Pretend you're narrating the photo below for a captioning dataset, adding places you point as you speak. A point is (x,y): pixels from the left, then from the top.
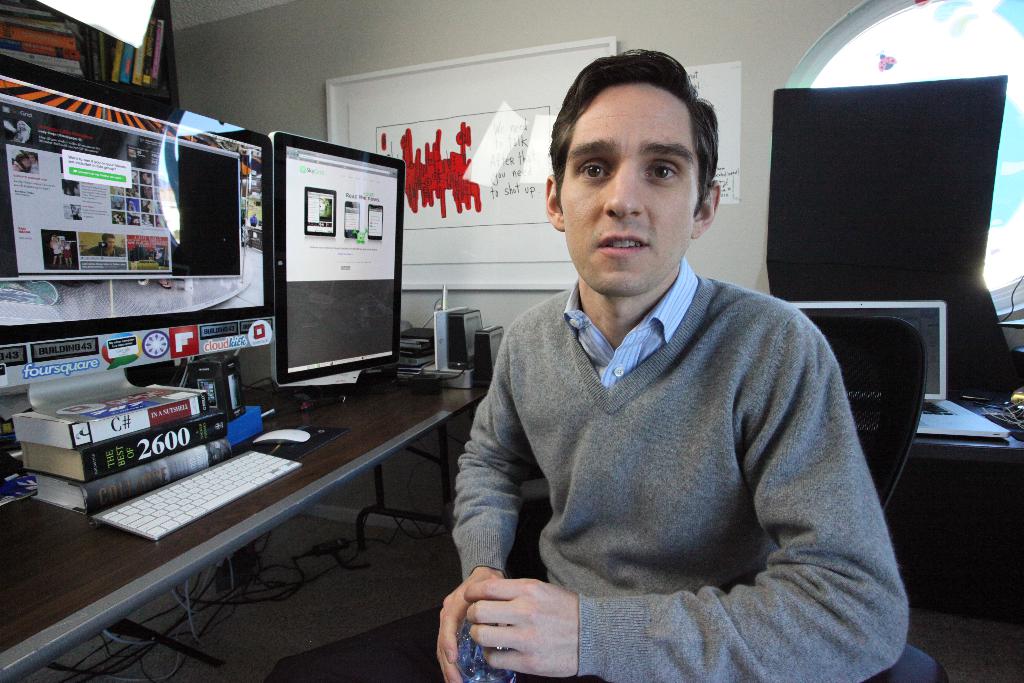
In the image we can see a man (674,511) wearing clothes (713,531) and holding an object (479,679) in hand (503,643). The man (634,515) is sitting on the chair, we can see there are many systems (276,298) and book (90,441). Here we can see a keyboard (213,504) and a mouse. There are cable wires (192,626) and a whiteboard (505,235). There is a shelf (151,90), in the shelf (91,79), we can see there are books (150,54) kept. This is a wall (215,38) and a window (873,42).
